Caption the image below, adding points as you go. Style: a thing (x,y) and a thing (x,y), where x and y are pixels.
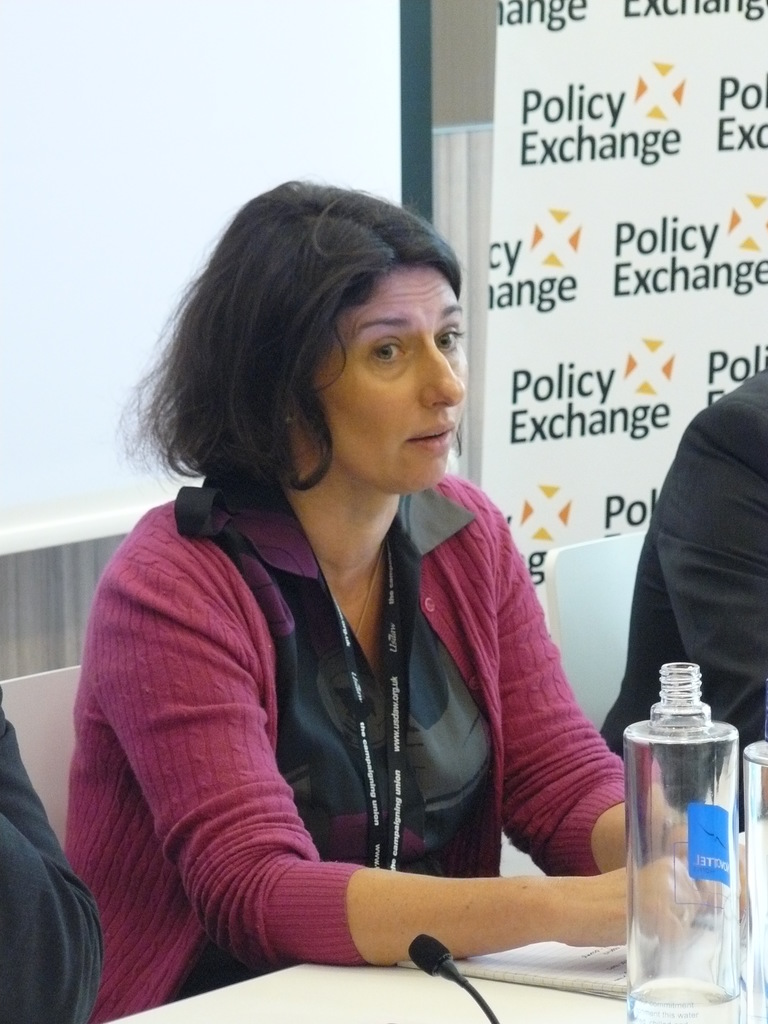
In this image I see a woman (524,907) who is sitting on the chair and there is a bottle (666,798) and a mic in front of her. I can also see 2 persons (759,684) and the chair (576,608). In the background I see the projector (413,5).
